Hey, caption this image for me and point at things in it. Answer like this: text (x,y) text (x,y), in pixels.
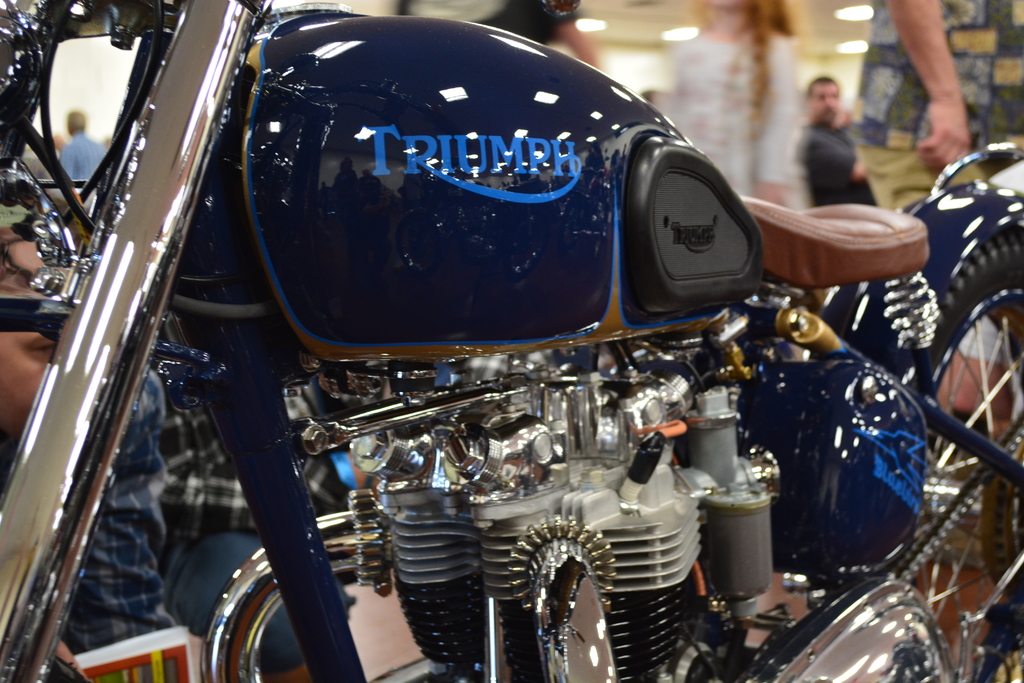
In this image, we can see a motorbike (770,499). Behind the bike (287,542), we can see few people (106,560). At the bottom (386,643), there is a floor (393,624). Top of the image (654,49), we can see roof (645,23) with lights (583,29).
